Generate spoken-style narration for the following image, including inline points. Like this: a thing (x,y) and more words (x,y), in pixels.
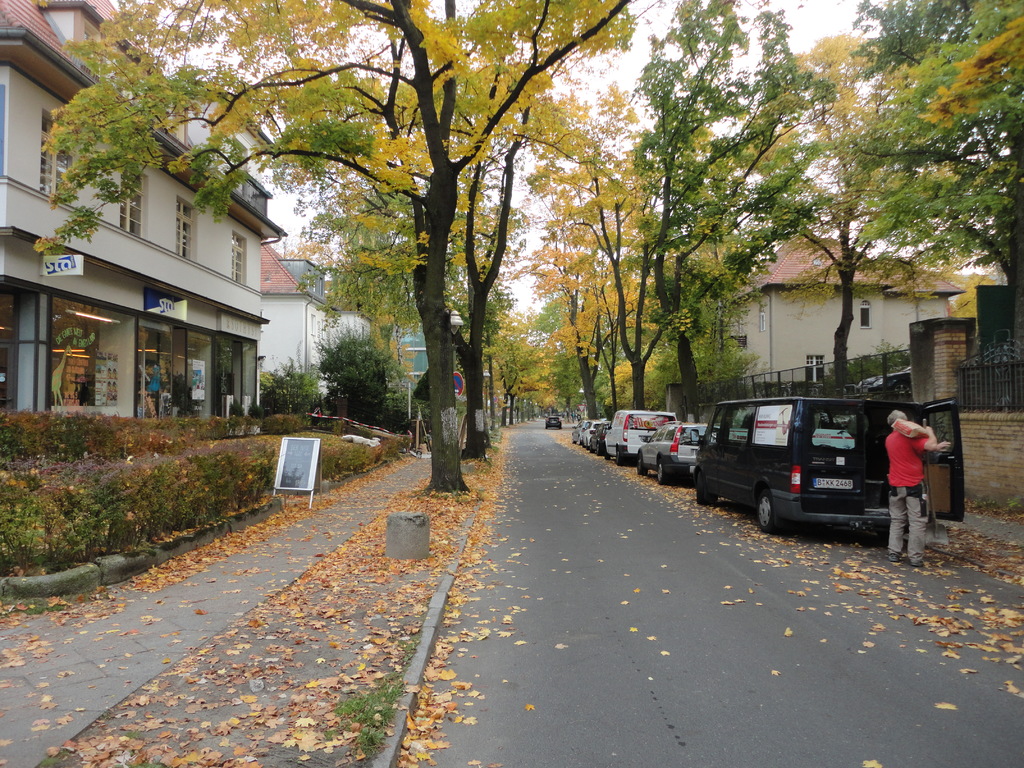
In this image, we can see a road (552,505) in between trees (437,240) and buildings (56,358). There are vehicles (678,431) on the road (673,532). There is person (909,469) on the right side of the image (905,468) standing and wearing clothes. There are some dry leaves (497,465) on the road (582,560). There are some plants (106,490) on the left side of the image (180,441).
